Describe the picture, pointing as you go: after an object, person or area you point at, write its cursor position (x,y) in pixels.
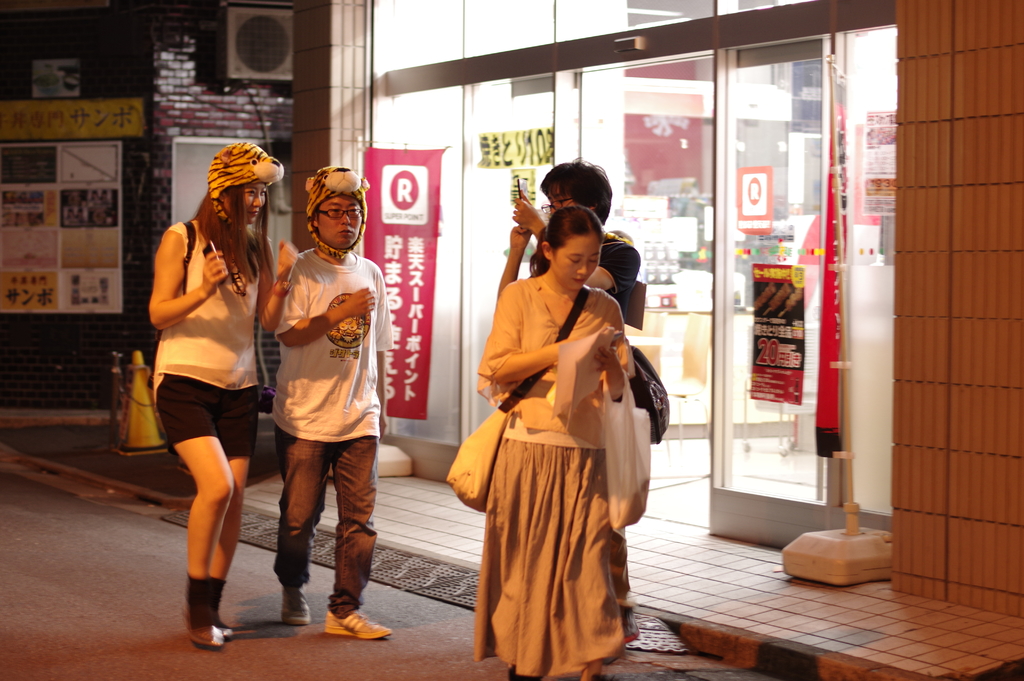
In this picture we can see people (217,607) on the ground (262,654), one woman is wearing a bag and polythene cover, holding papers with her hands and in the background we can see glass doors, posters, flag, traffic cone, wall (1019,342) and some objects (869,571).
